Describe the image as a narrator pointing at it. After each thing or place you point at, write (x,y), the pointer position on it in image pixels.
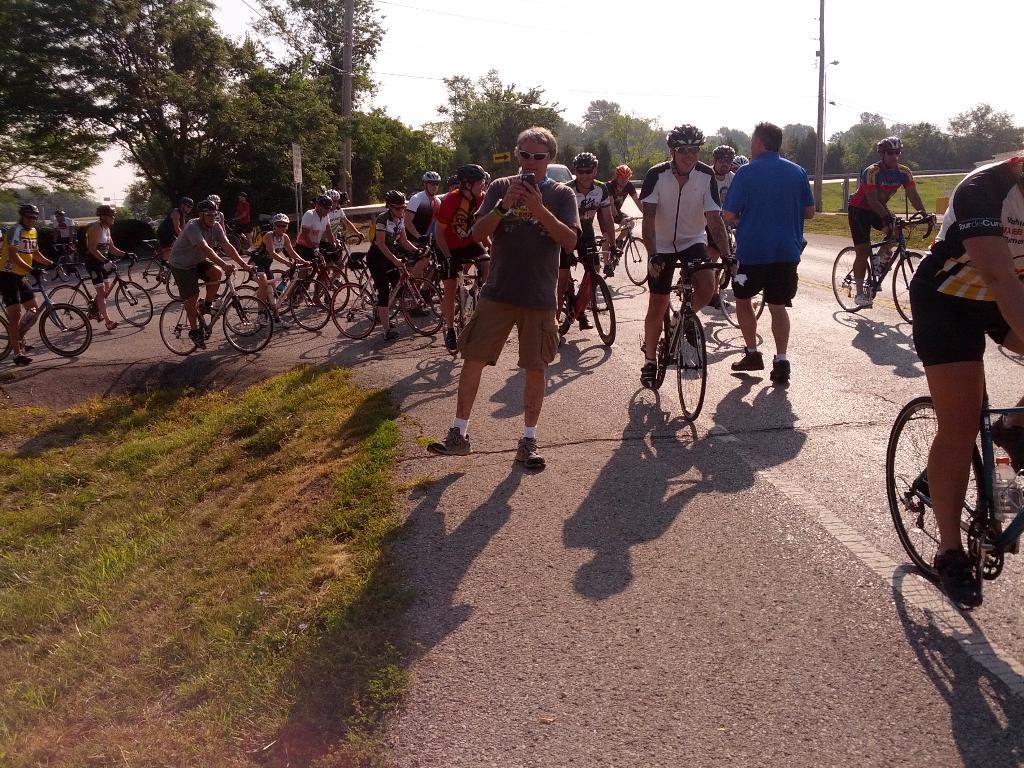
Group of people (971,202) sitting and riding bicycle (991,473) on the road (533,604) and wear helmet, this person (762,162) walking and this person (526,242) standing and holding mobile (526,172). On the background (477,134) we can see trees (20,130), sky (748,47), pole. This is grass (325,437).
